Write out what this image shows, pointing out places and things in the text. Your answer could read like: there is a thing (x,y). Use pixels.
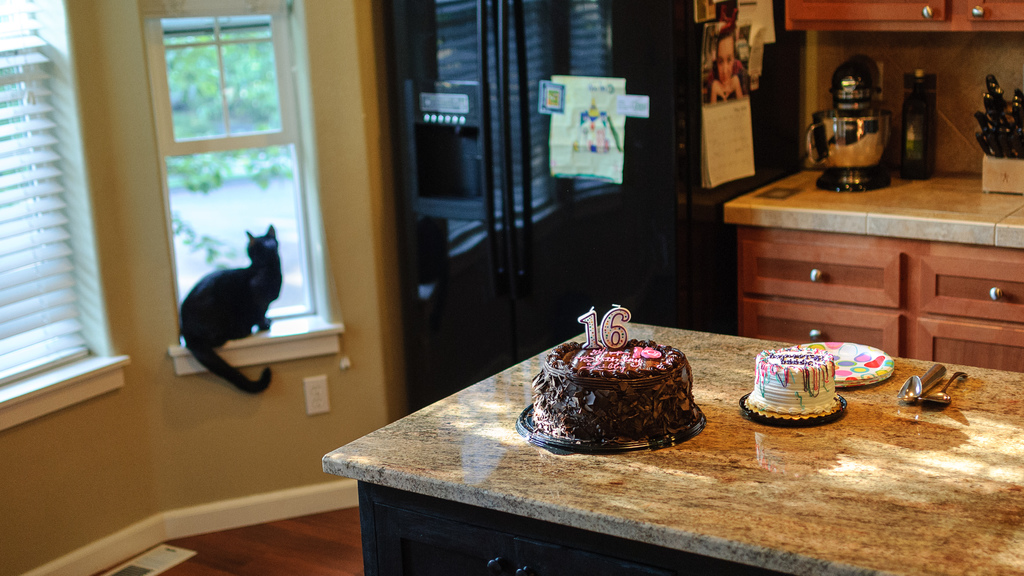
In this image I can see the counter top (779,505) of the kitchen (867,506) and on it I can see two cakes (626,410) which are brown, pink, and white in color, few plates (854,376) and few spoons (916,377). I can see few other objects (925,111) on the countertop (896,374). I can see a refrigerator (587,184) which is black in color and I can see few posters (601,99) attached to it. I can see the window blind (59,257), the window (219,238), a black color cat (264,307) on the window (219,238) and through the window (229,212) I can see few trees (203,67).
